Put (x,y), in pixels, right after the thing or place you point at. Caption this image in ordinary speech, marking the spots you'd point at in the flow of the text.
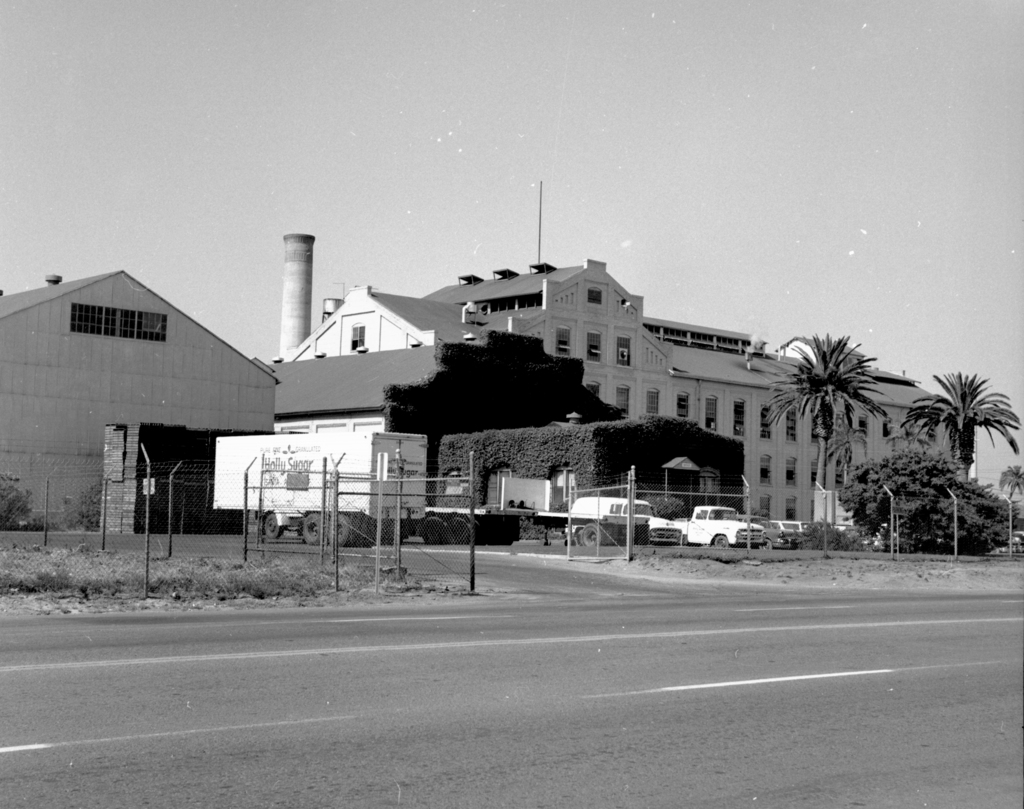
This is a black and white image. There are a few buildings (808,476), vehicles (532,490), trees (906,483) and plants (917,534). We can see the fence (471,548) and the ground (790,754) with some objects (131,529). We can also see the sky (469,4).
